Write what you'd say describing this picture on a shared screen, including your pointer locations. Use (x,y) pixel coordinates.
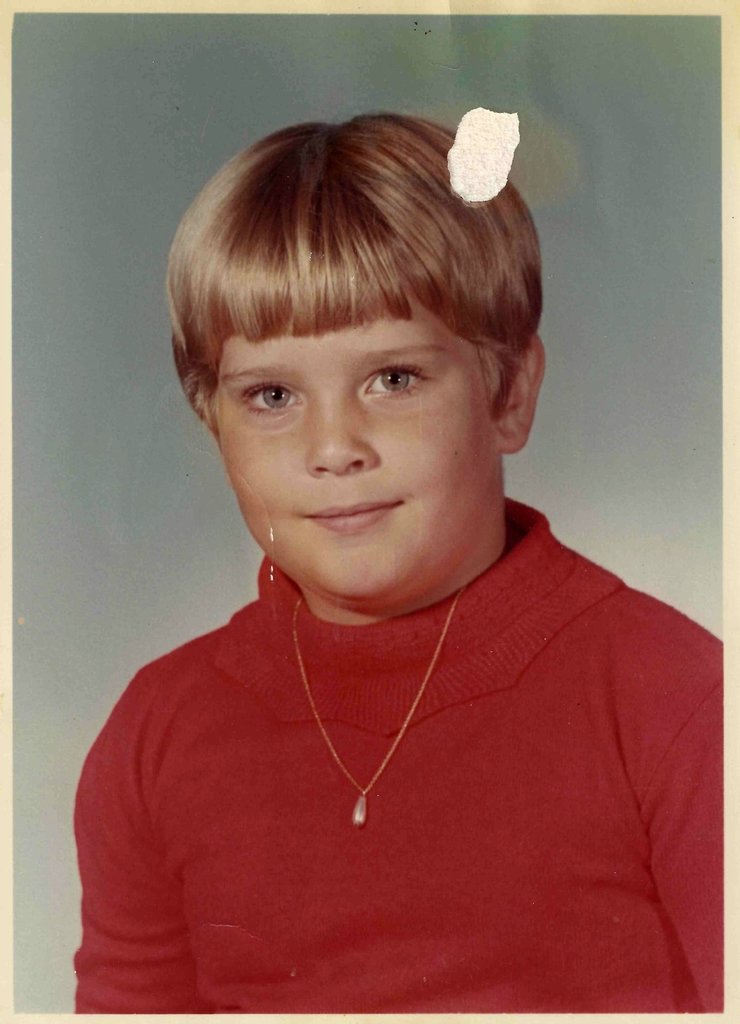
In the image there is a person (414,690), the person (421,726) is wearing red shirt (329,830) and the person (360,701) is posing for the photo.
